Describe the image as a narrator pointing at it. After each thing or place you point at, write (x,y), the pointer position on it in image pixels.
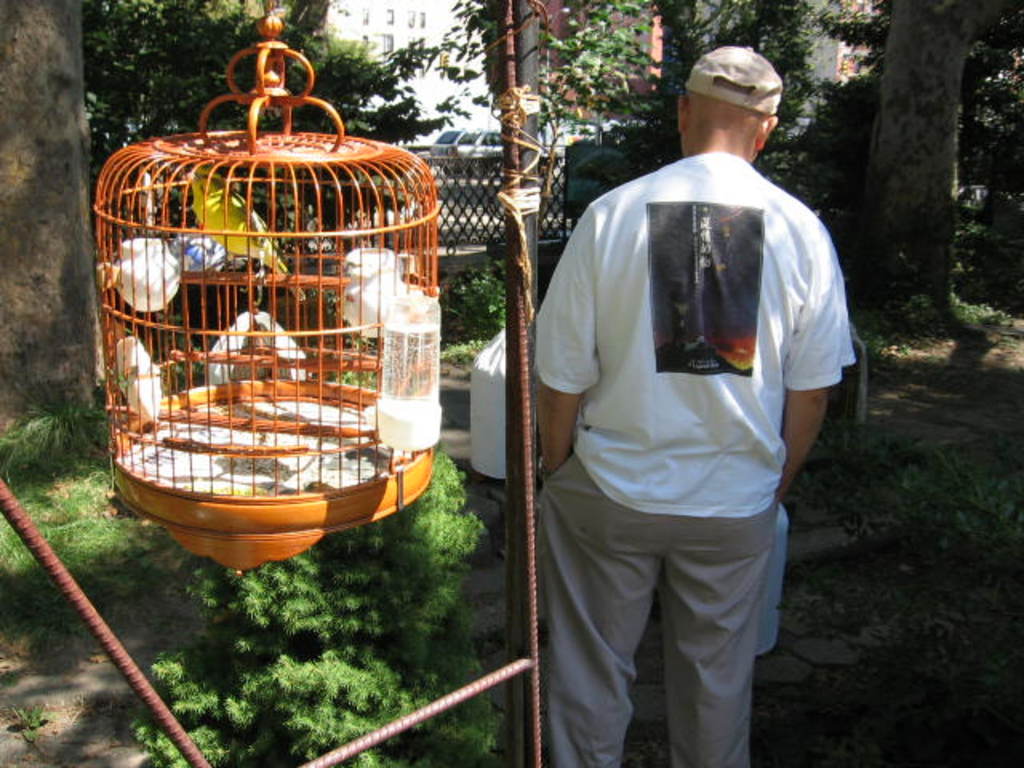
In this image I can see few metal rods (68,583) and a bird cage (248,481) which is brown in color. I can see a bird (242,213) which is yellow in color in the cage (245,156). I can see few trees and a person (615,418) standing. In the background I can see few vehicles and few buildings (467,87).
